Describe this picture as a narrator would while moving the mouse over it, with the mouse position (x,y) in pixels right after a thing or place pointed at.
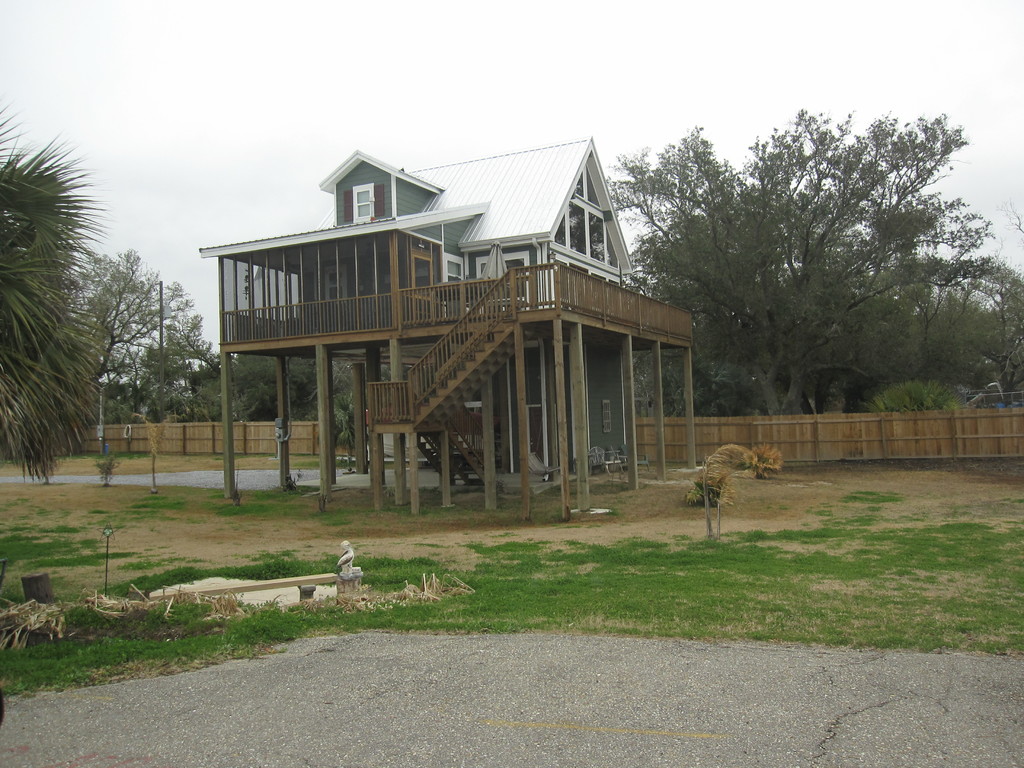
In the center of the image (534,276) there is a house (542,323). In the background of the image (104,348) there are trees (104,348). At the bottom of the image (474,646) there is road (37,736). There is grass (966,565). At the top of the image (470,33) there is sky (527,98).
